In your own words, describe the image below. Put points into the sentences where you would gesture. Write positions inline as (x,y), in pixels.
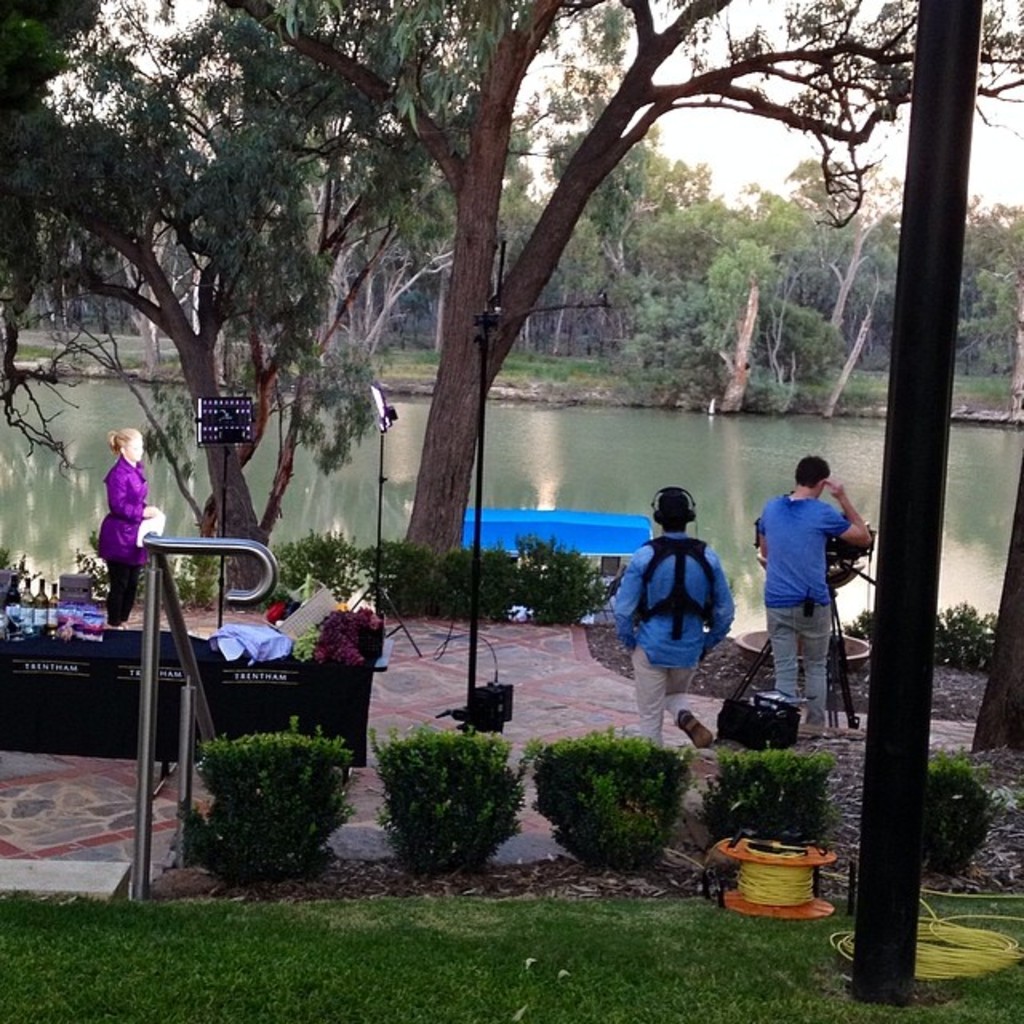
In this image there is grass (832,966), plants (775,809), wires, poles (884,697), camera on the tripod stand (837,646), three people (134,513) standing, bottles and some objects (74,601) on the table (172,653), water (499,487), trees (2,197), sky (150,27).
